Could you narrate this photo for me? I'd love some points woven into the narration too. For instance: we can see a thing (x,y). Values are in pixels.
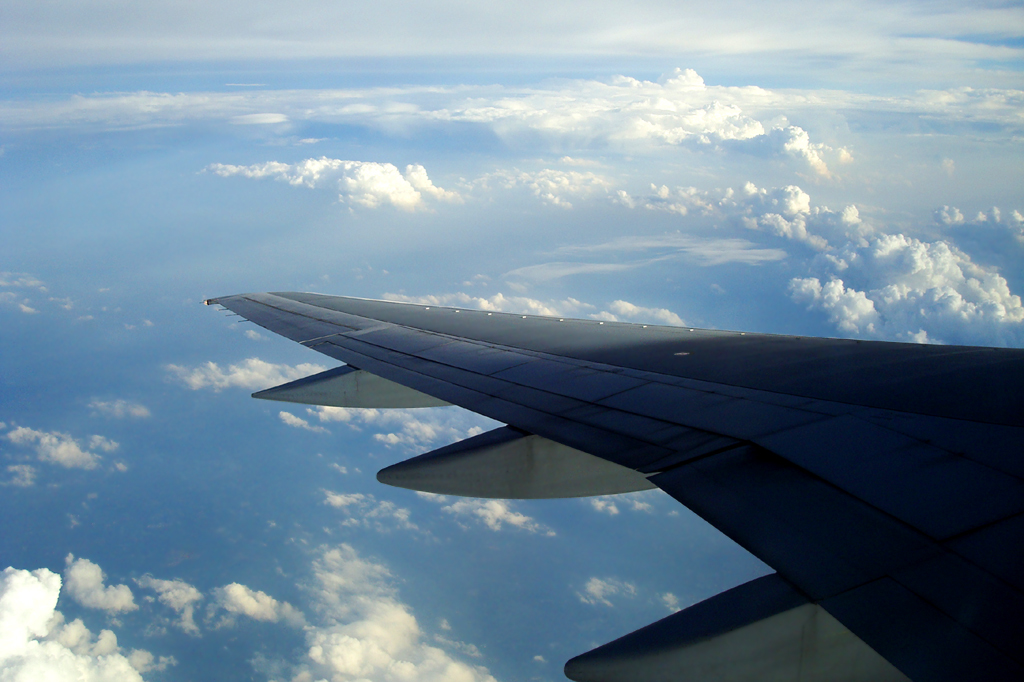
In this image I can see an aeroplane (764,471). The sky (502,201) is in white and blue color.
